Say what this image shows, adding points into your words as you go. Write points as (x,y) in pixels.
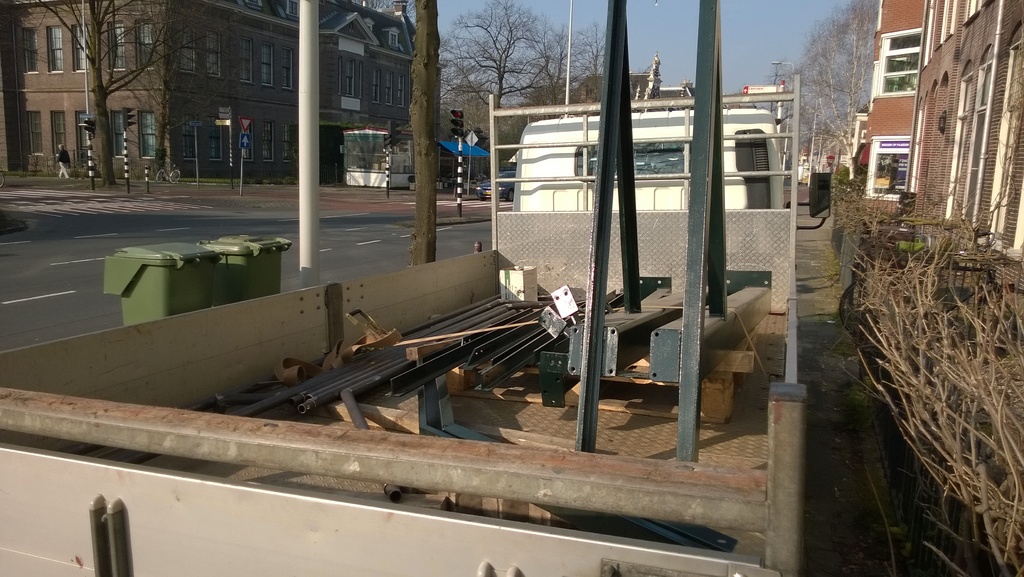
In this image I can see the road (328,236). On both sides of the road (356,237) I can see the poles (313,156), trees (420,145) and the building (868,128). I can see the vehicle (526,243) and many iron rods (353,360) in the vehicle (494,407). In the background (637,22) I can see the person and the sky (643,24).
